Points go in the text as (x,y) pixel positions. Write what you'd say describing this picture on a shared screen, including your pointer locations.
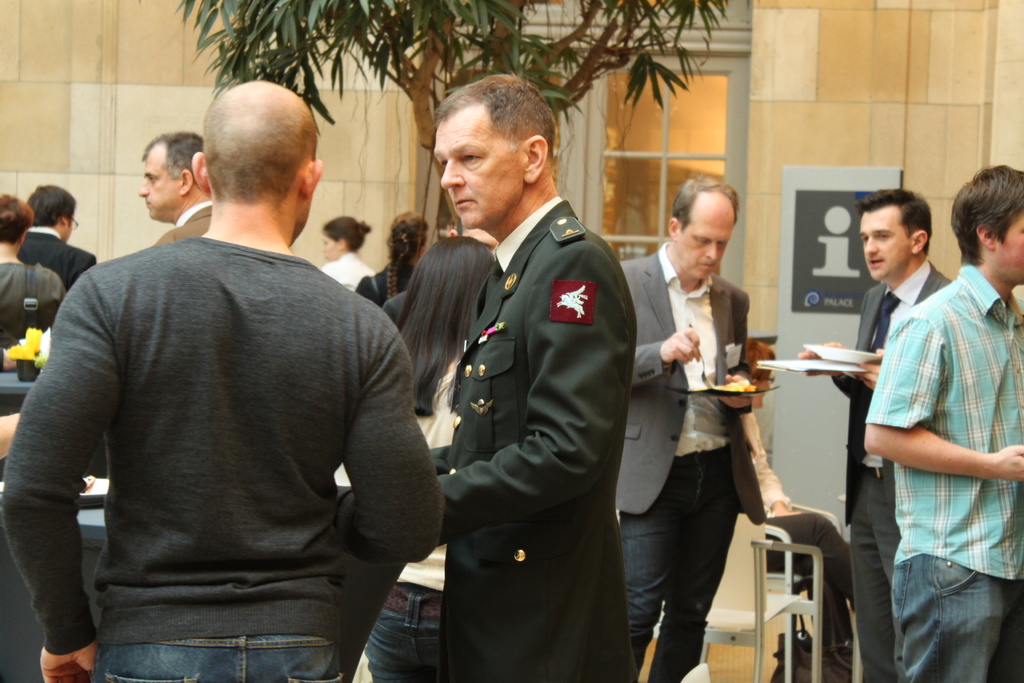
In this picture I can see group of people (229,140) standing, there are two persons (659,488) holding plates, there are some objects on the tables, there are chairs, and in the background (783,38) there is a tree (652,42), board (836,512) and a wall (889,158).
